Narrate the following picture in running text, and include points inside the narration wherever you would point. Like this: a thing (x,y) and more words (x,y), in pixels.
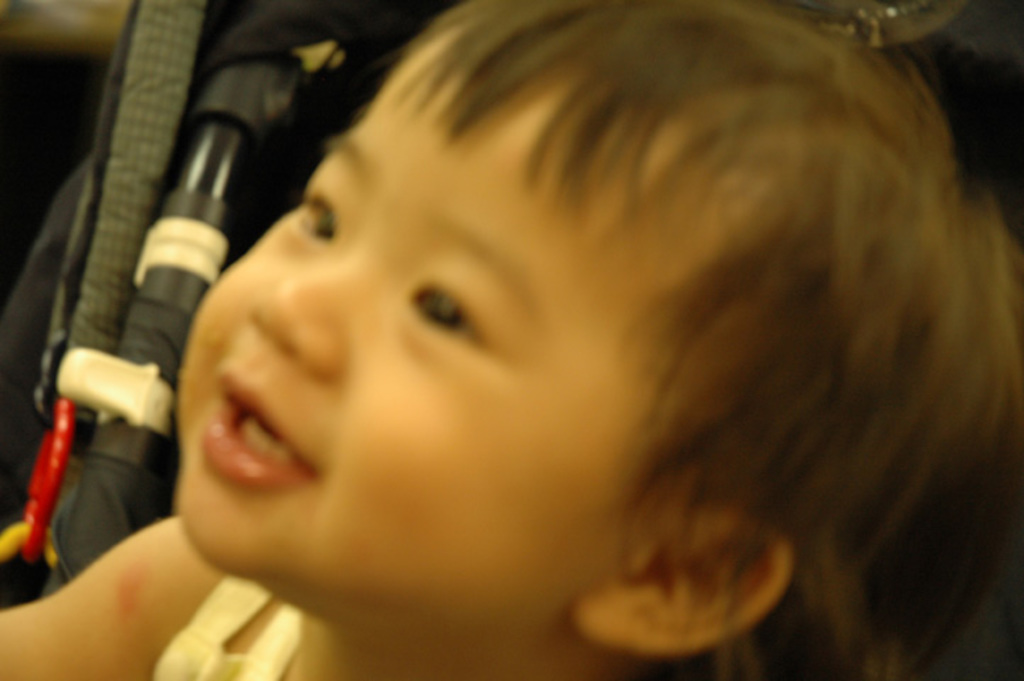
In this image in the front (530,440) there is a boy (434,459) smiling. In the background (258,131) there is a bag (236,196) which is black in colour and there is an object (147,154) which is green and white in colour.
